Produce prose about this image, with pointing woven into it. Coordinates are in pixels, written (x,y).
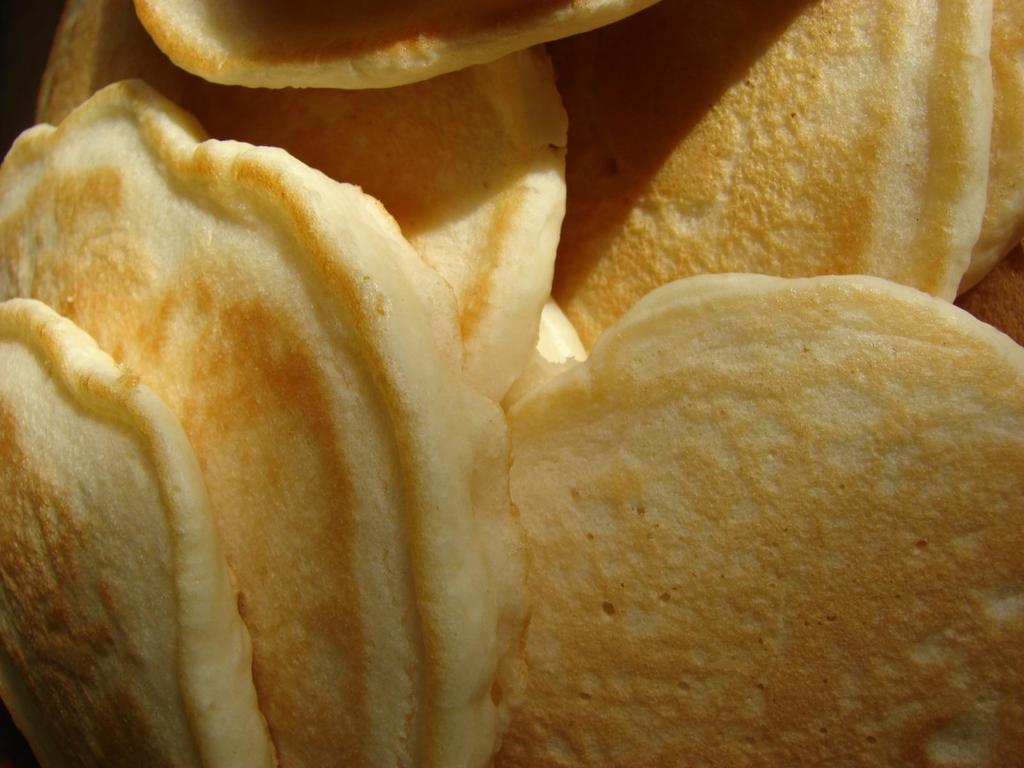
In this image, we can see some food (430,431).
